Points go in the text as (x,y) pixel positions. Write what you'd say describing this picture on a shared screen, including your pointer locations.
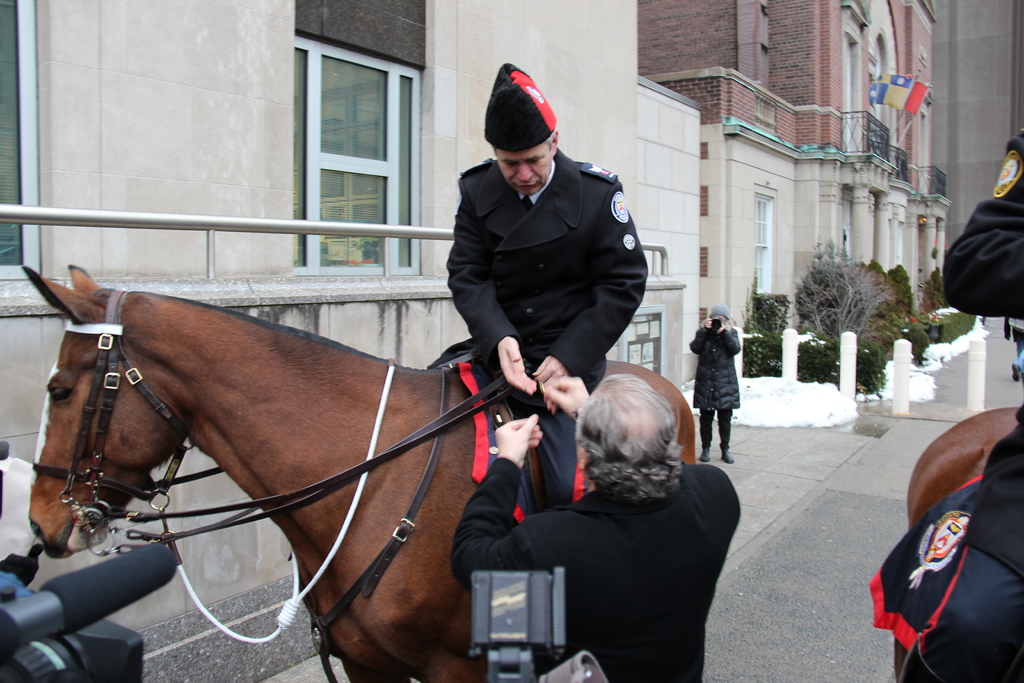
This picture is inside the city on the road (848,583). There is a man (514,200) sitting on the horse (298,346) and talking to the person (632,411) who is standing beside the horse (426,552). At the back (713,384) there is a person (728,361) holding camera (717,322) and at the left side (171,72) there is a building (390,47) and at the back (820,328) there are trees (854,273) and at the top (888,82) there is a flag (893,84).
